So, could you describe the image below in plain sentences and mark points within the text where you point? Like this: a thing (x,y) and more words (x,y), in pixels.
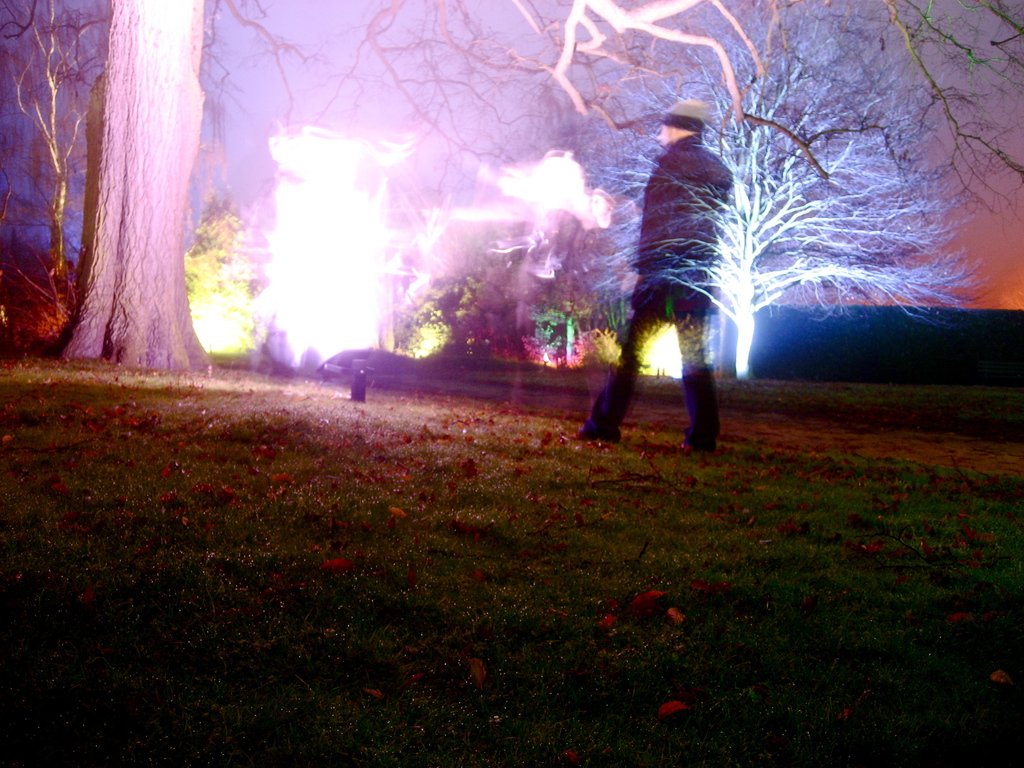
There is a person (692,165) in black color dress (703,193) walking on the grass (621,448) on the ground (544,457) on which there are dry leaves (406,441). In the background (124,64), there are trees (829,128), lights (339,333) arranged and there is sky (340,57).
